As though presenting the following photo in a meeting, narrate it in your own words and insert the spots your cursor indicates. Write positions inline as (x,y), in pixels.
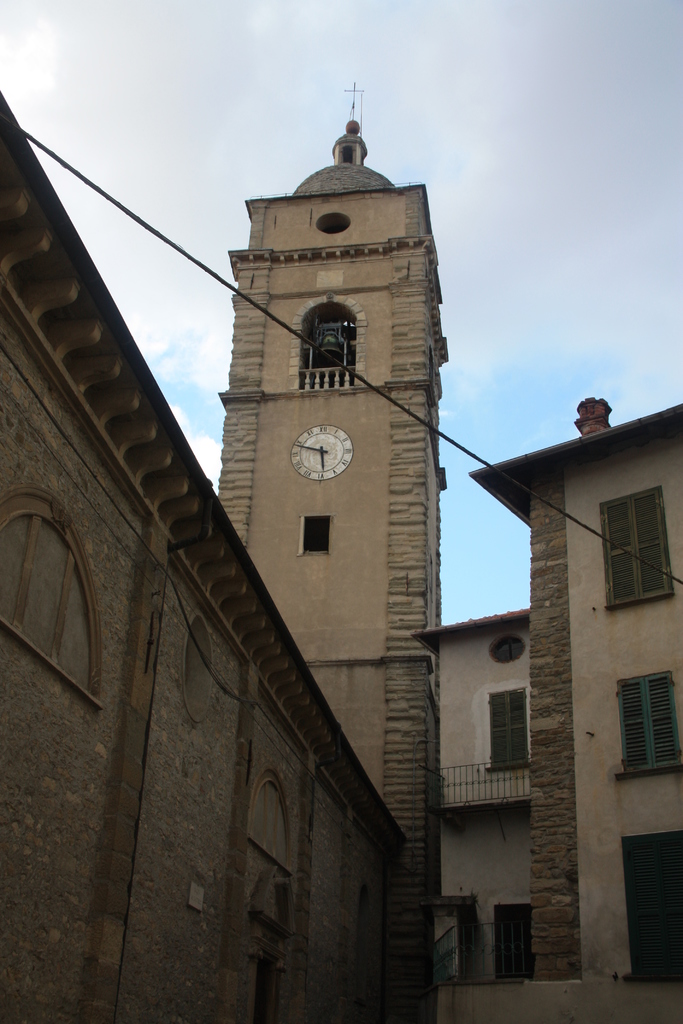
In this image I can see few buildings (329,796) and a clock tower (314,373) in the front (375,362). I can also see a wire (321,350) in the centre (347,369) and in the background (471,82) I can see clouds (406,129) and the sky (586,339).
